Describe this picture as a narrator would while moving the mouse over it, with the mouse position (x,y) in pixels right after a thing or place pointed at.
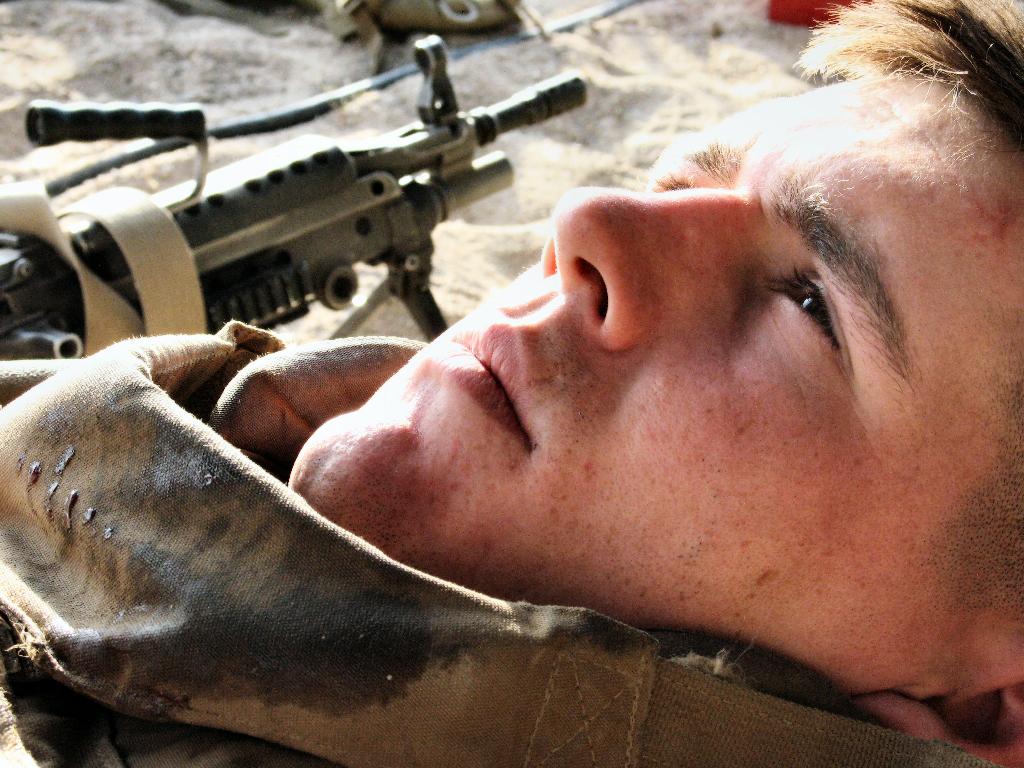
In this image I can see a person (79,542) wearing military dress (122,529). Background (369,178) I can see a gun (394,179) and sand (369,265).
